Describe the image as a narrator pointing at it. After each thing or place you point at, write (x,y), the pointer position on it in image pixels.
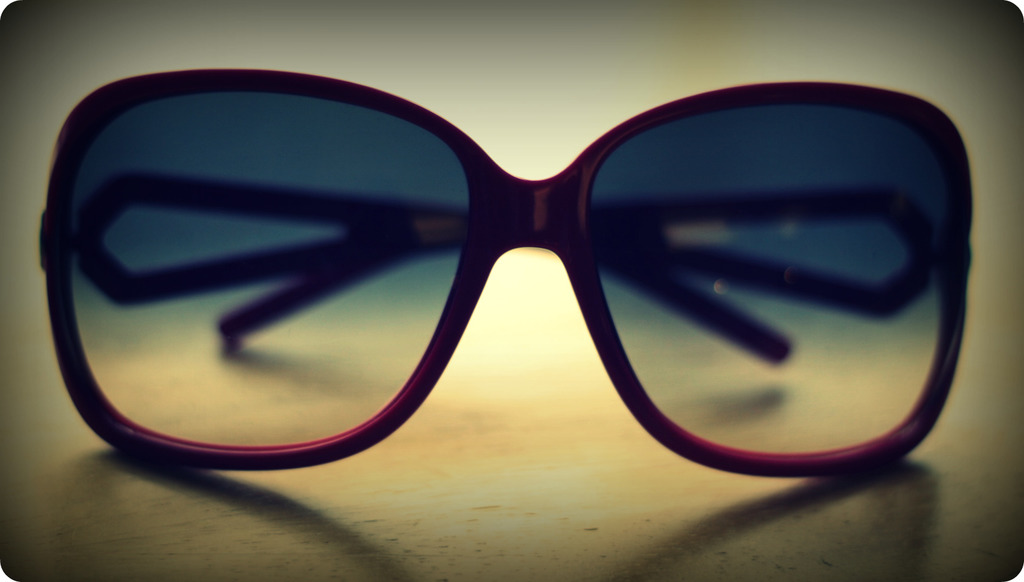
In this image we can see sunglasses (438,292) on the surface (783,488).
